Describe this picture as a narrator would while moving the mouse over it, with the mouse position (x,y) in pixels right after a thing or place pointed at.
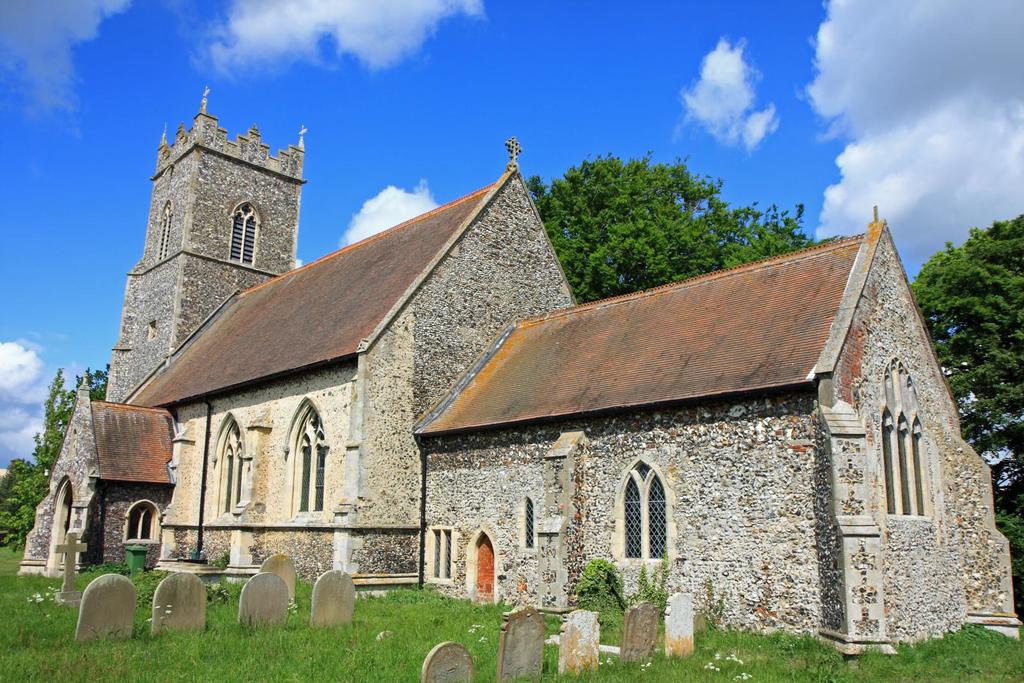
In this picture I can see buildings (413,417) and trees (61,388) I can see grass (145,641) on the ground (288,616) and few grave stones (269,588) and a blue cloudy sky (483,109).
